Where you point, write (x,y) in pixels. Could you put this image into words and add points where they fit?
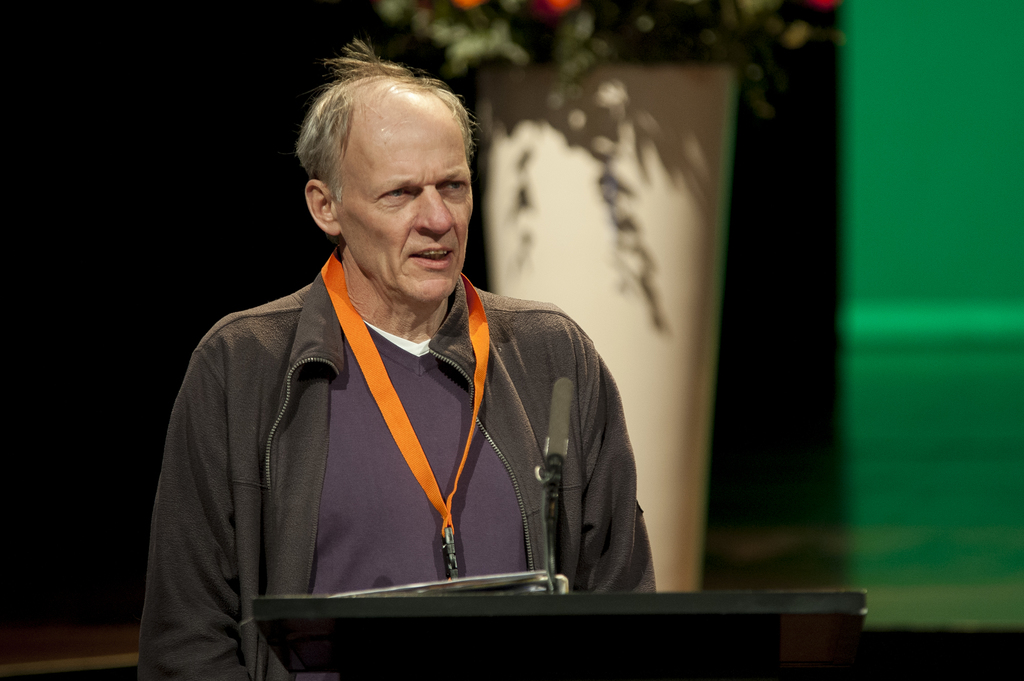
In this image, we can see a person (379,432) wearing id card (406,449) and in the background (451,35), there are leaves (395,24) and there is a wall (903,218). At the bottom (447,616), there is a podium (681,621).
